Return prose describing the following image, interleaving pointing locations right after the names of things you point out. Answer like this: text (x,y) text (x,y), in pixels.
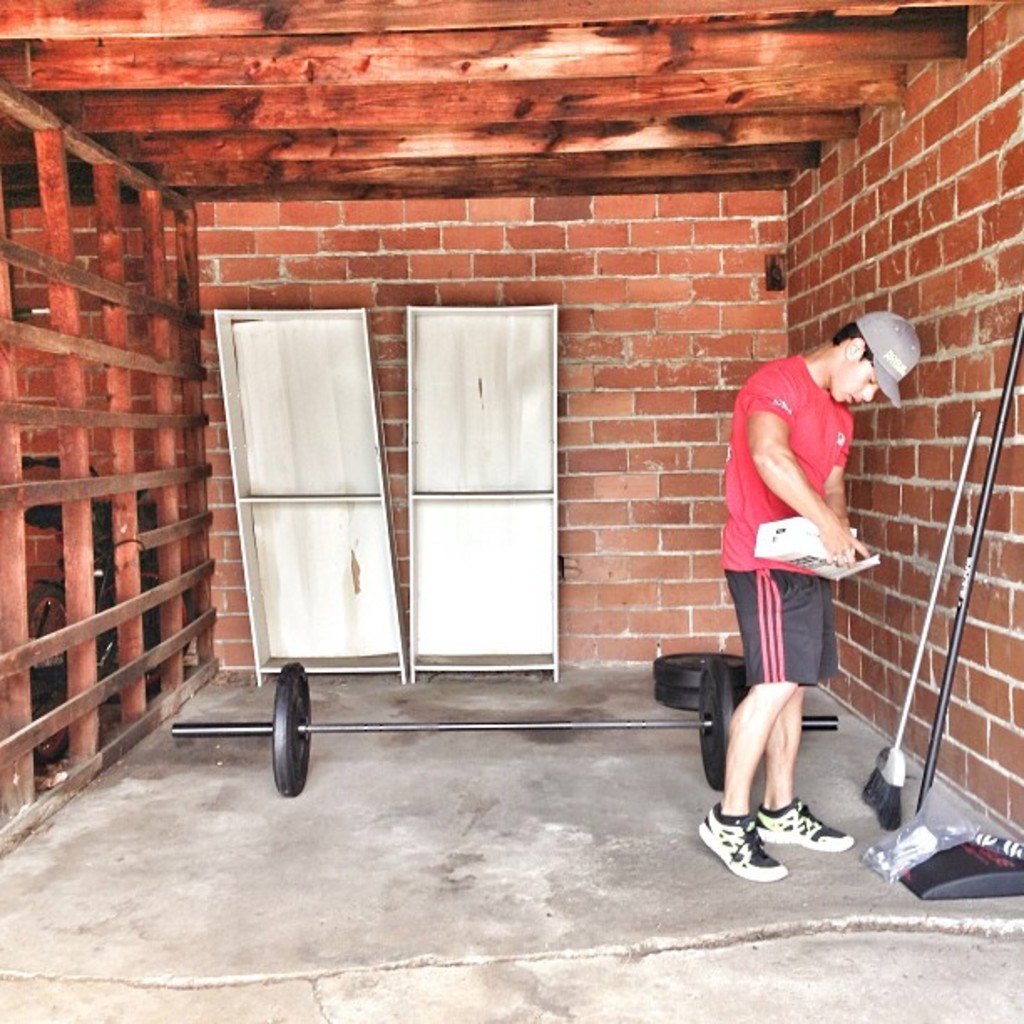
In this image we can see a person (727,497) wearing red color T-shirt (800,451), black color short (784,626), shoes (801,809) and gray color cap (911,357) standing on the floor (727,913), there are some objects (910,693) and weight lifting rods (297,708) and at the background of the image (544,242) there is red color brick wall (693,257).
